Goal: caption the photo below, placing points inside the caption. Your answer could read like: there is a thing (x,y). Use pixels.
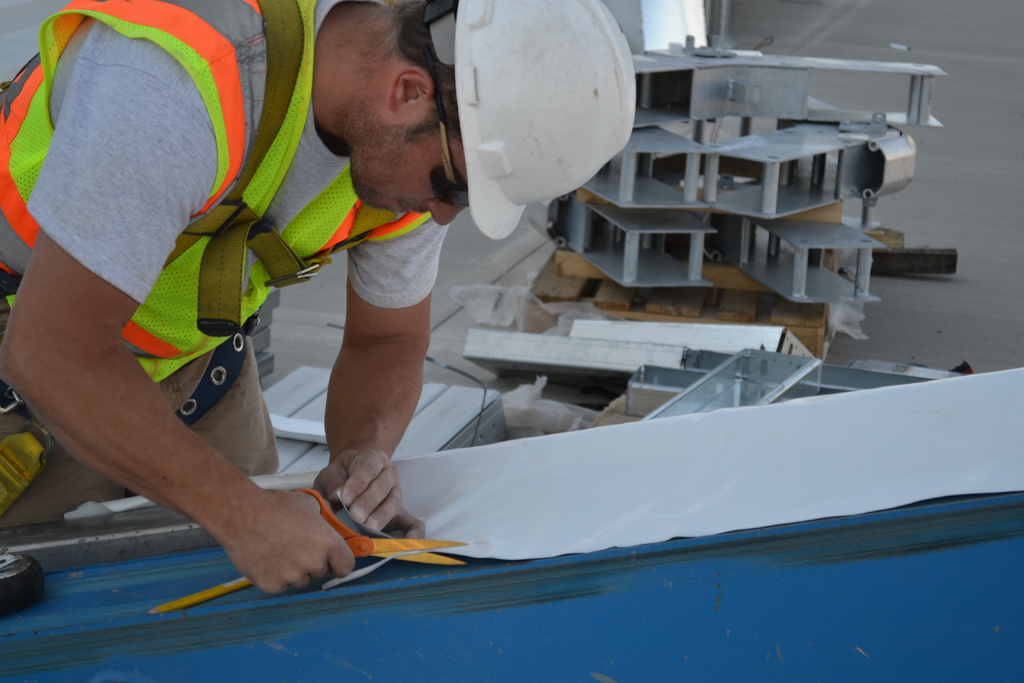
In the picture we can see a man (96,397) standing and bending and cutting a cloth (813,485) with a scissors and the cloth (810,464) is white in color and near to it there is a blue in color and the man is wearing a white helmet (509,87) and jacket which is green and orange in color on the T-shirt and beside him we can see some construction model (790,274).
